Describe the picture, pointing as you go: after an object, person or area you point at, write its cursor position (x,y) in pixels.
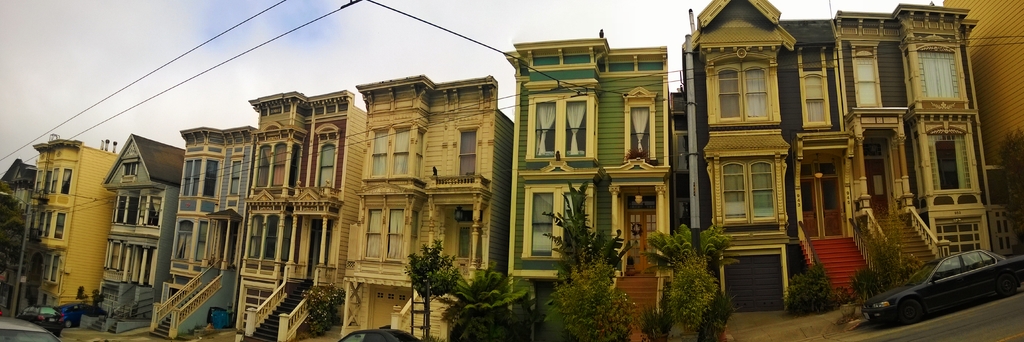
In this image in the center (423,172) there are buildings (384,234) and also we could see vehicles (942,259), trees (710,280), plants (725,289), railing (179,321) and some wires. At the top (205,42) there is sky (225,71) and at the bottom (217,327) there is a road (145,333) and also we could see objects (227,315).
